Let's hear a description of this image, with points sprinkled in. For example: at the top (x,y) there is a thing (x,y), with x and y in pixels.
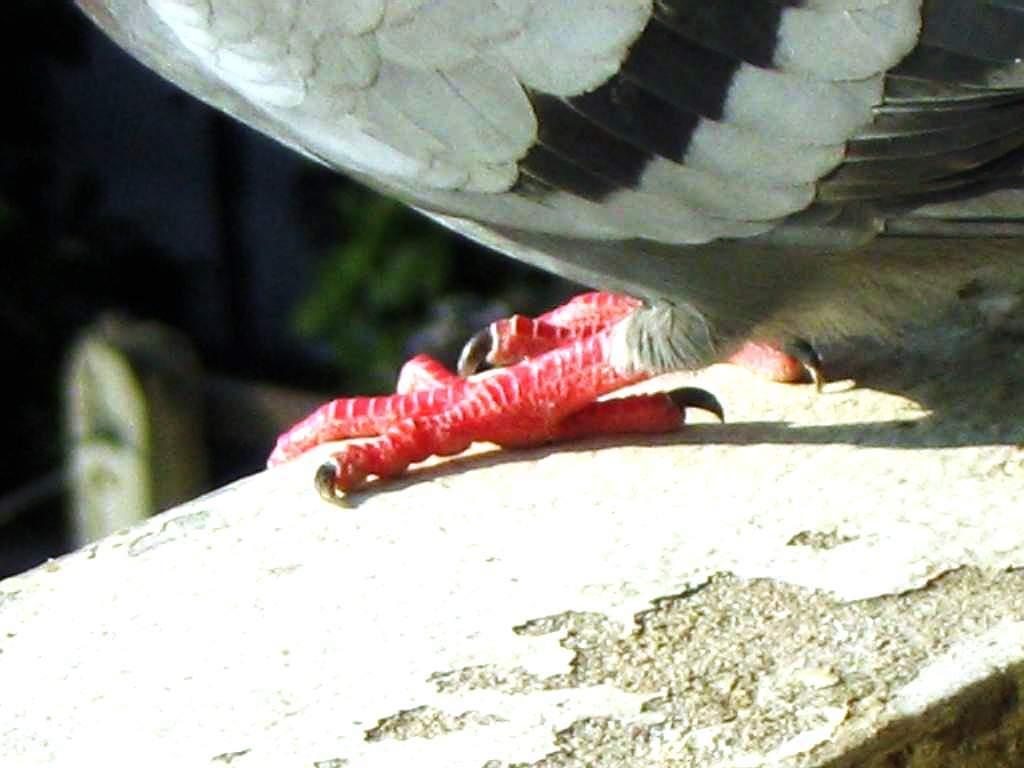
In this image we can see the legs (786,363) of the bird (462,76) standing on the wall (597,539). The background of the image (234,461) is blurred.
